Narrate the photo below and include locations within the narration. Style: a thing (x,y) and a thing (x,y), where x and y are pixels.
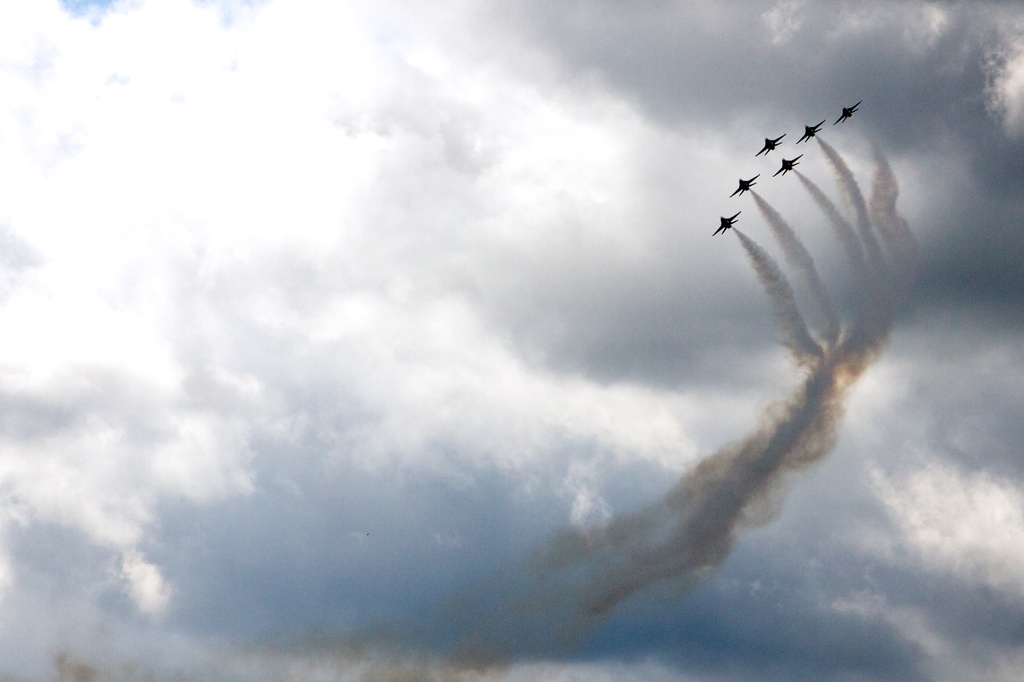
In this picture we can see airplanes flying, here we can see smoke (800,341) and in the background (768,392) we can see sky (646,386) with clouds (364,324).
